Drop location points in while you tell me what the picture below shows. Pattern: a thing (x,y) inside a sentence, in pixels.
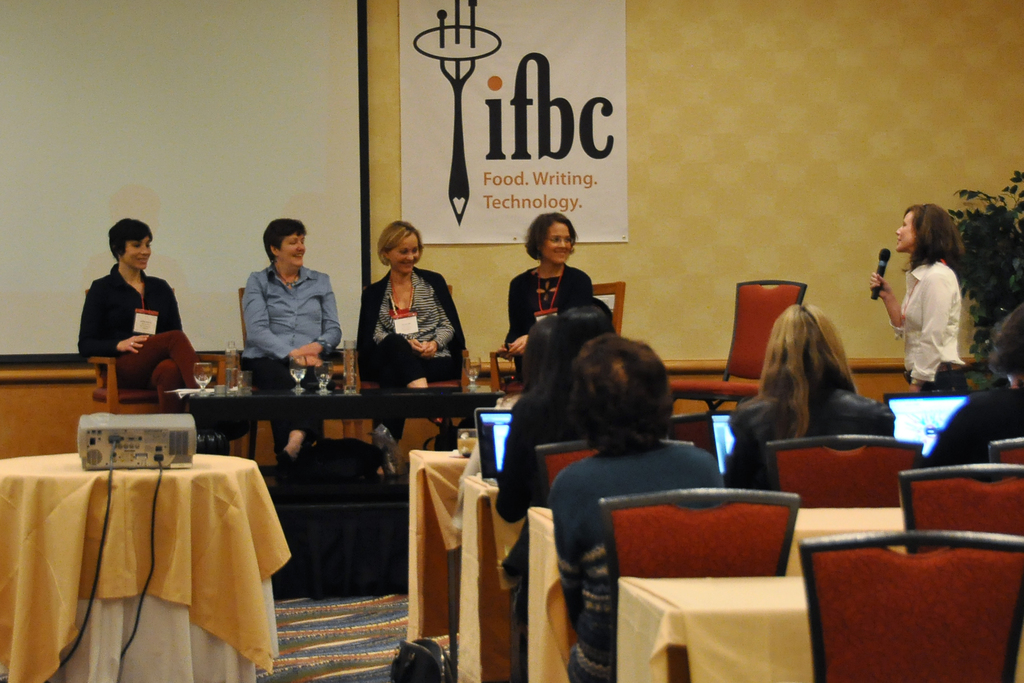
In this picture there are people (131,294) Standing and some of them are sitting and they having monitors (505,434) in front of them.
